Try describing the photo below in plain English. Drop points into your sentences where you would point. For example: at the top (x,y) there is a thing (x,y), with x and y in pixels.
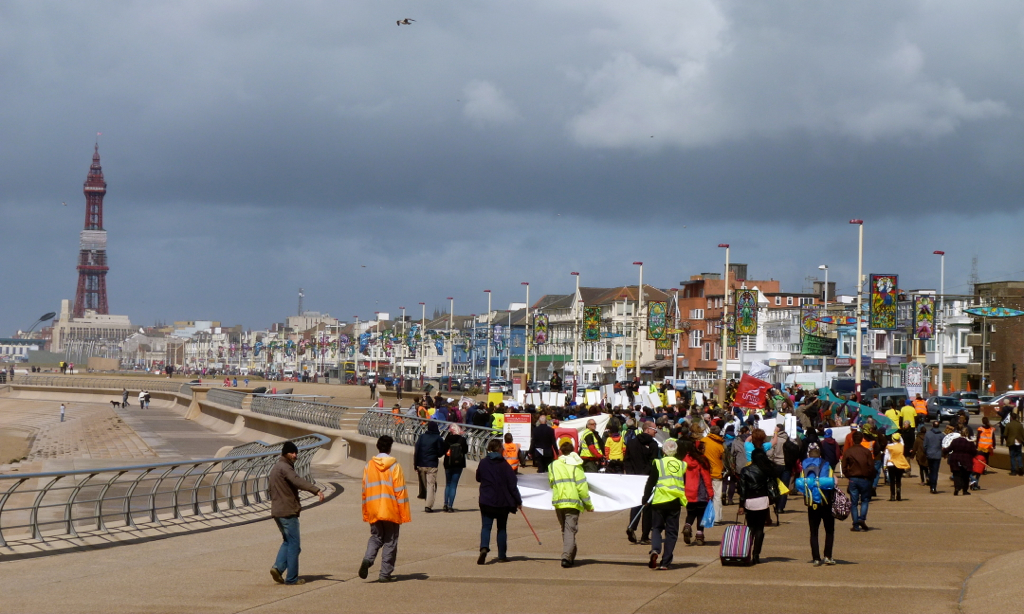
In this picture we can observe some people (673,456) walking in this path (903,507). There are men (307,491) and women (451,476). There is a railing (153,499). In the background (566,334) there are buildings (399,356) and white color poles (527,366). We can observe a red color tower (97,219) on the left side (102,252). In the background (397,194) there is a sky (460,187) with some clouds (486,199).
